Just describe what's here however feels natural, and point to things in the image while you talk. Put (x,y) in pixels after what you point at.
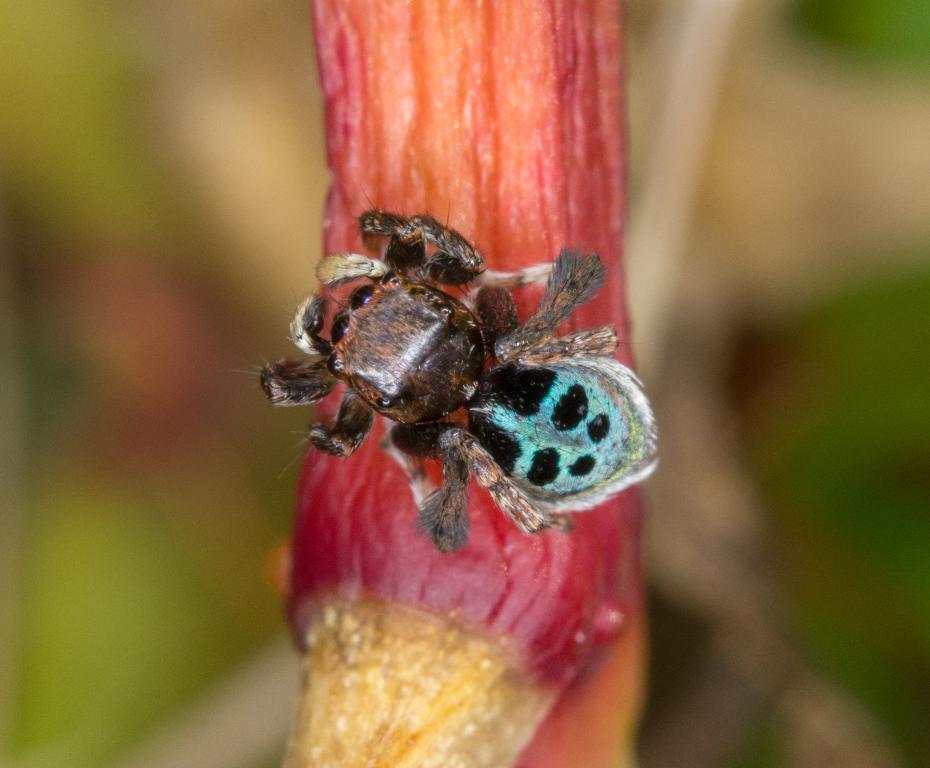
In this image we can see a spider (499,403) on the stem (501,198). There is a stem (455,294) in the image. There is a blur background (773,457) in the image.
